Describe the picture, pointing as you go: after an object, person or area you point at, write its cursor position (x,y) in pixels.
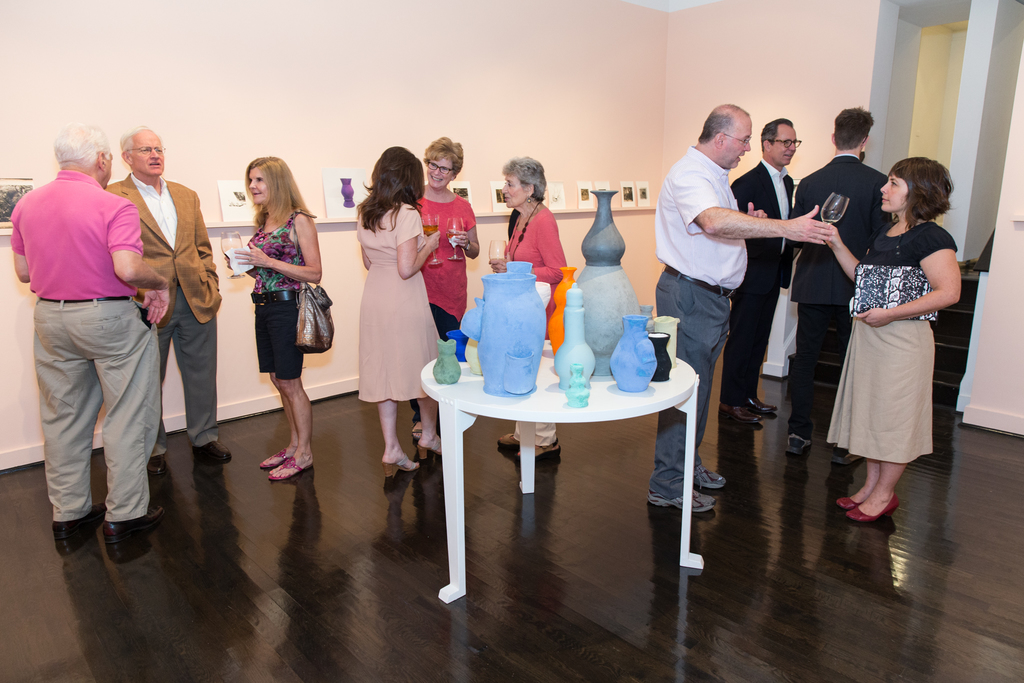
As we can see in the picture that there are many men (146,299) and women (402,298) are standing and talking to each other. This woman (902,258) is holding a wine glass (832,212) in her hand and she is having a short hair (918,197). This is a table (539,382) on which jar (528,359) and pots (523,332) are placed. This is a floor (181,582) and a wall (86,49). There are frames (584,196) placed on a wooden stick (629,209).
